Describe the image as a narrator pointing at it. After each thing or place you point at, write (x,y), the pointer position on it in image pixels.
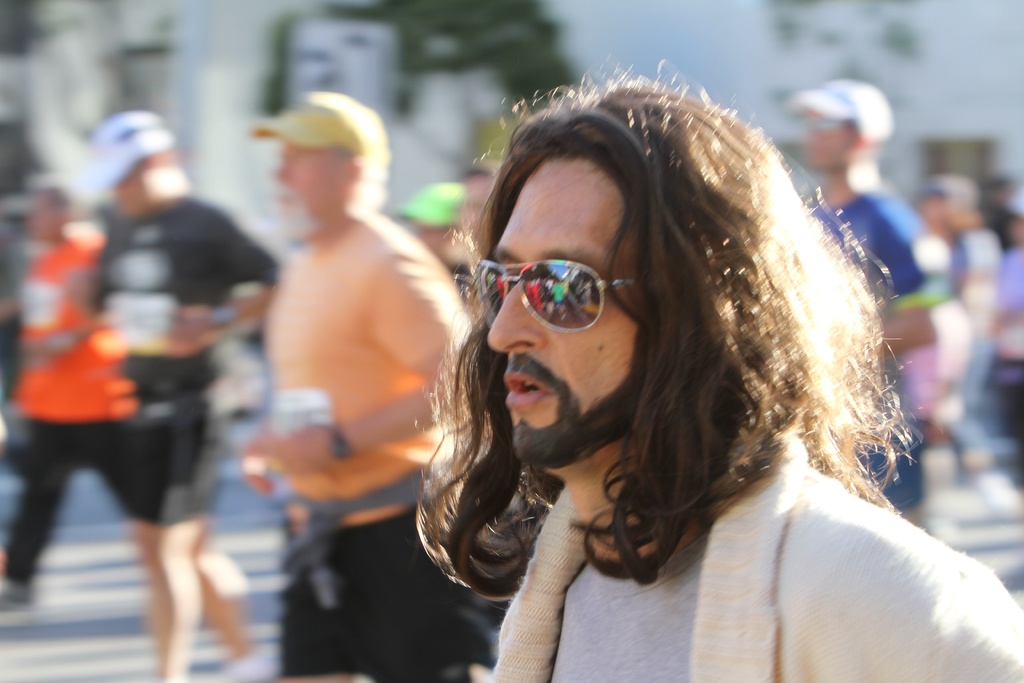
In this picture we can see a group of people (342,599) where some are walking on the road (70,595) and a man (460,572) wore goggles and in the background (297,576) it is blurry.
